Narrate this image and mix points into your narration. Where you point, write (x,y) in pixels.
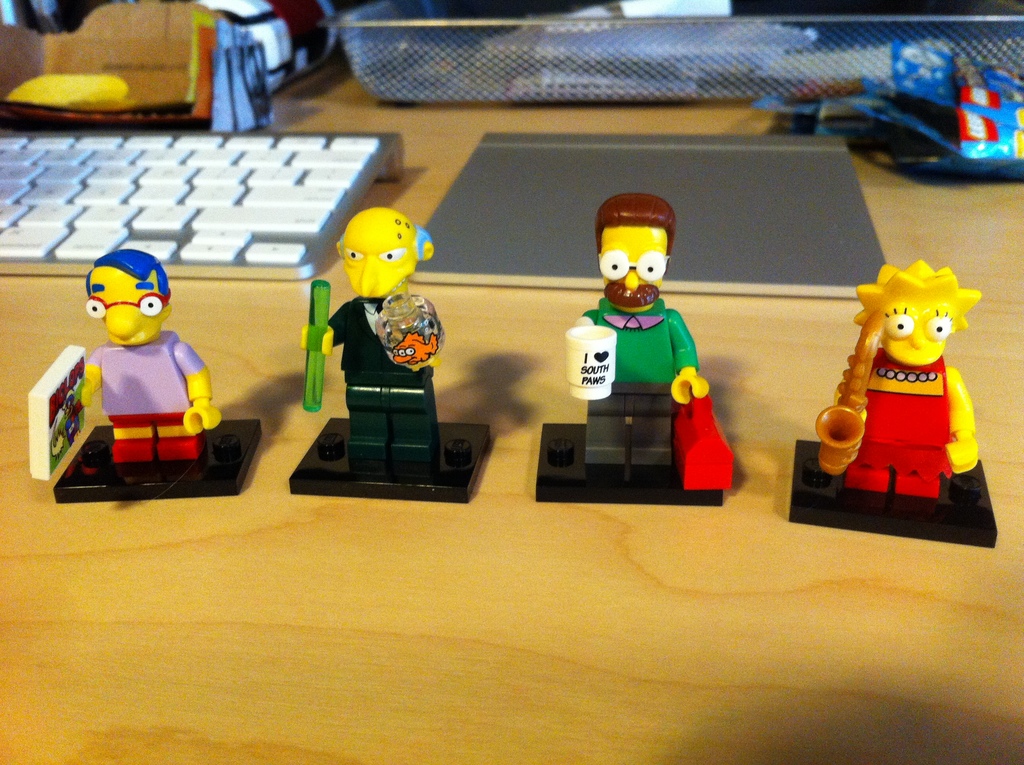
In the center of the image (502,497) we can see one table (535,606). On the table (549,567), we can see toys (933,385) in different colors holding some objects (318,353). And we can see one keyboard (118,160), one ash color object (475,237), one basket (512,51), different toys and a few other objects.
